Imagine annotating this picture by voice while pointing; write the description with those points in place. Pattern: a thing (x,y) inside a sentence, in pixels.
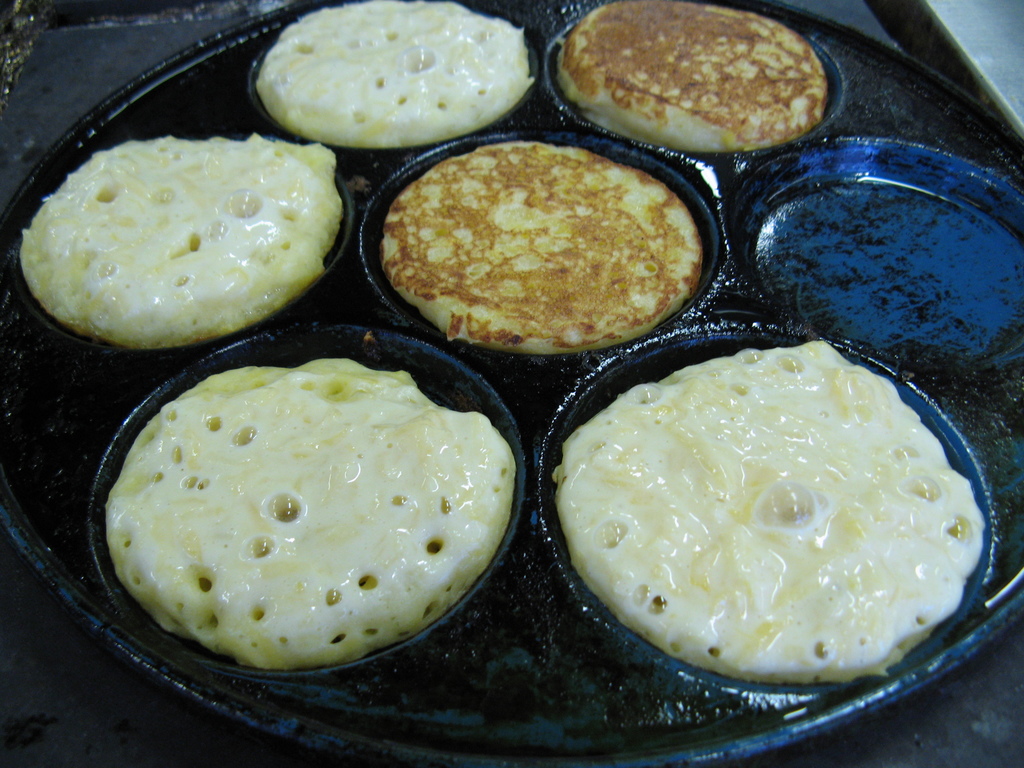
In this image I can see food items (461,448) is being prepared on a metal plate (780,314).
